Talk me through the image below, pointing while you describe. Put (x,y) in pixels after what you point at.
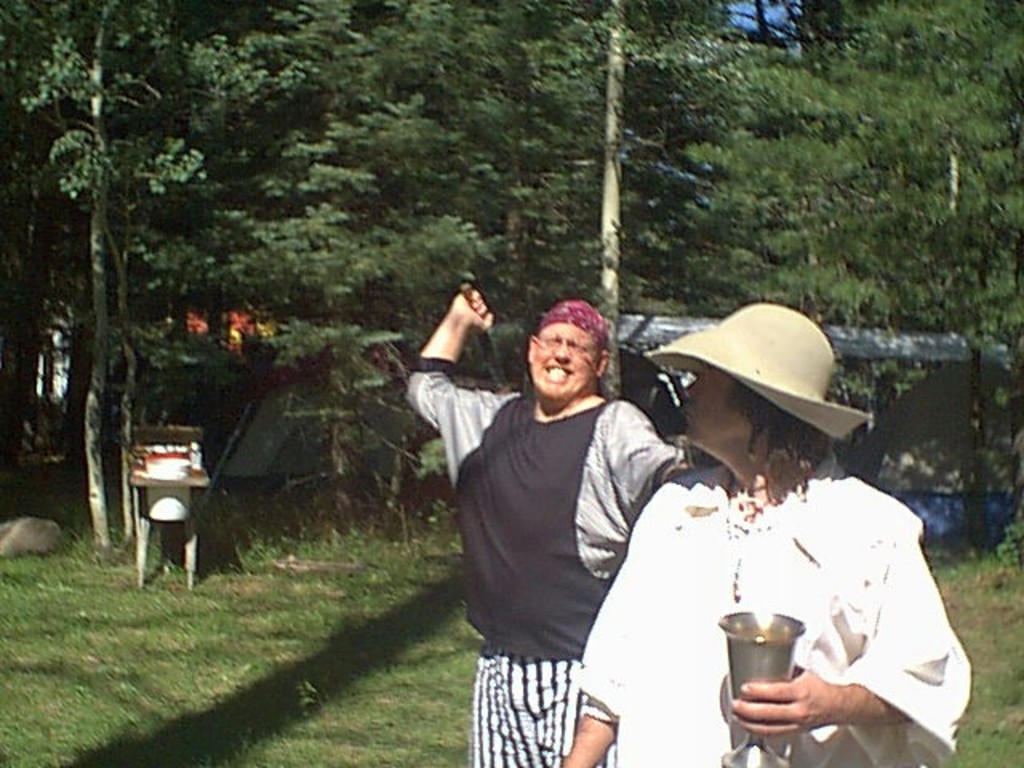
Here on the right side (688,588) we can see a man (742,602) standing and holding a glass (756,734) in the hand (743,725) and there is a hat (745,381) on the head (739,442) and behind the person (780,722) we can see a man (478,388) holding an object (477,312) in his hand (480,300) and in the background (396,225) we can see trees (641,126), grass (212,669) an object (162,455) and a tent (634,372) and this is a sky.
